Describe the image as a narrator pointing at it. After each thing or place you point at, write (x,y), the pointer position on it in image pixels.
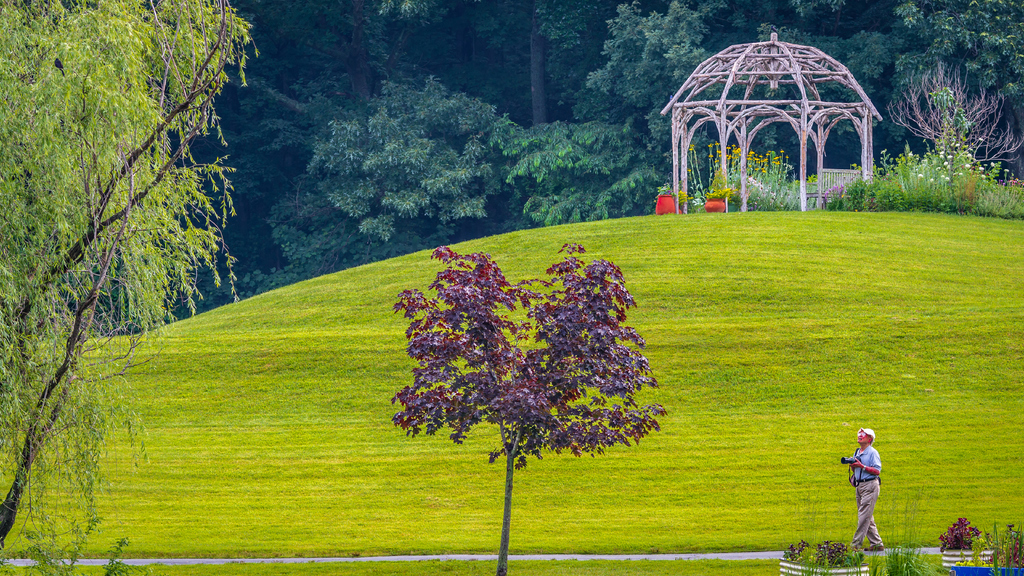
In this picture we can observe a person (871,463) walking in this path (352,561). There are plants (824,550) and trees (471,127). We can observe some grass (287,396) on the ground (727,366). In the background (768,79) we can observe a hut (784,100).
